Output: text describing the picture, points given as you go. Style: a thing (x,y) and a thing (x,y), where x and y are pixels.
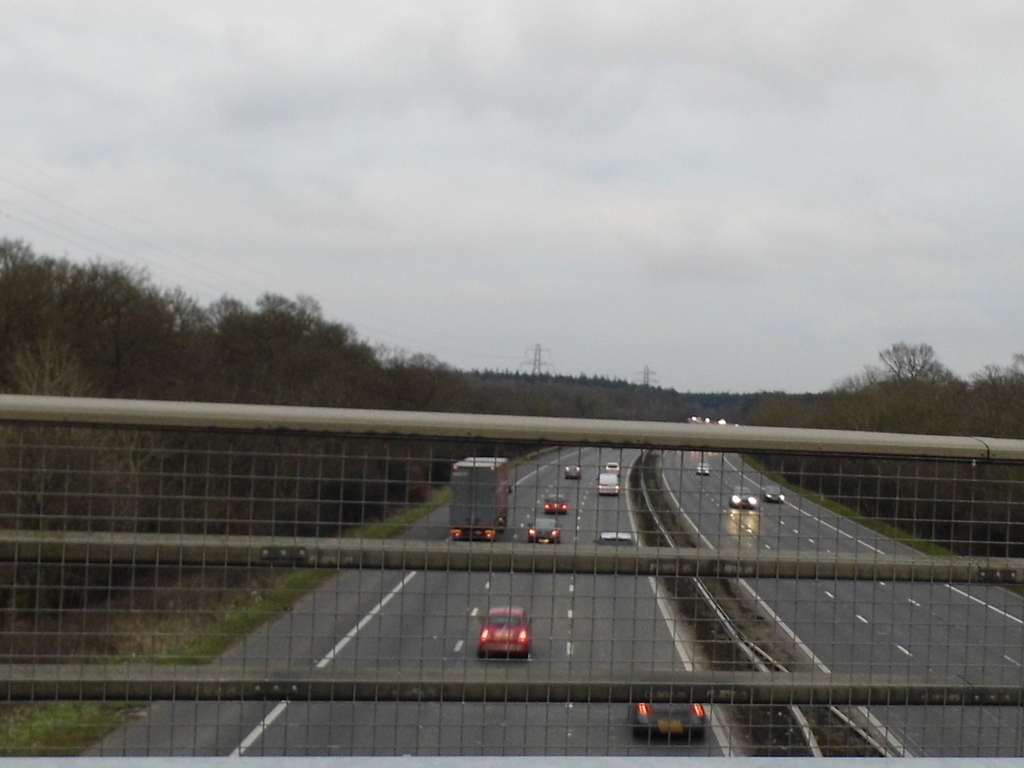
In the picture I can see a fence (615,596). In the background (746,596) I can see vehicles (612,475) on roads (578,636), trees (440,445), towers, wires (486,353) and the sky (572,214).
